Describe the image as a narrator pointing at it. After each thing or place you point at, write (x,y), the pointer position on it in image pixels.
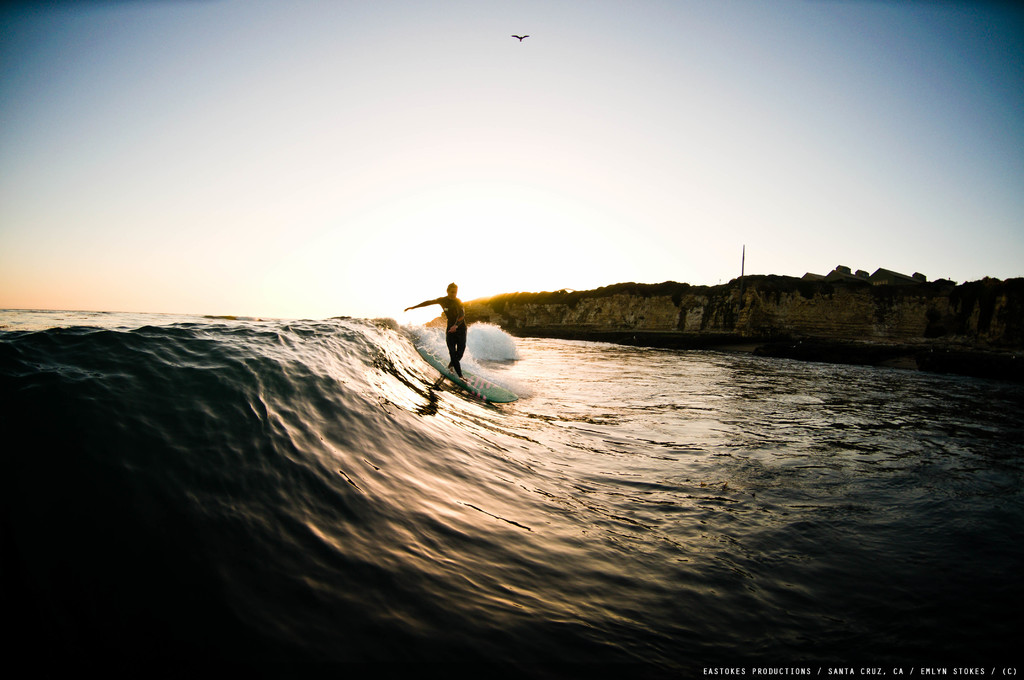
In the center of the image (454,348) we can see a person (460,331) surfing on the sea (433,405). On the right (778,311) there is a rock (625,309). In the background (726,122) there is sky (541,109) and we can see a bird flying in the sky (505,68).
